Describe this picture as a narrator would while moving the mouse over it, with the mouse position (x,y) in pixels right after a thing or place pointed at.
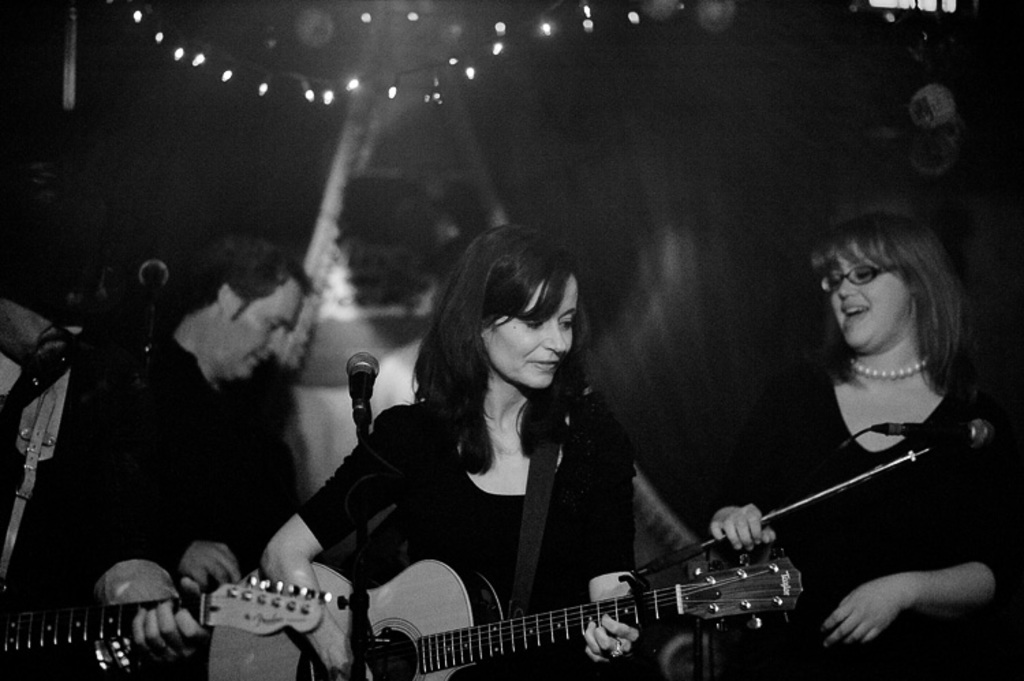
In this image we have two women (501,442) and man (202,426). On the right side of the image (859,526) we have two women (582,489) are wearing black dress (568,571). The person (495,562) in the middle (507,425) is playing a guitar (419,644), the right side (888,304) is laughing and holding a microphone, the person (240,531) on the left side (171,436) playing a musical instrument (13,625).
